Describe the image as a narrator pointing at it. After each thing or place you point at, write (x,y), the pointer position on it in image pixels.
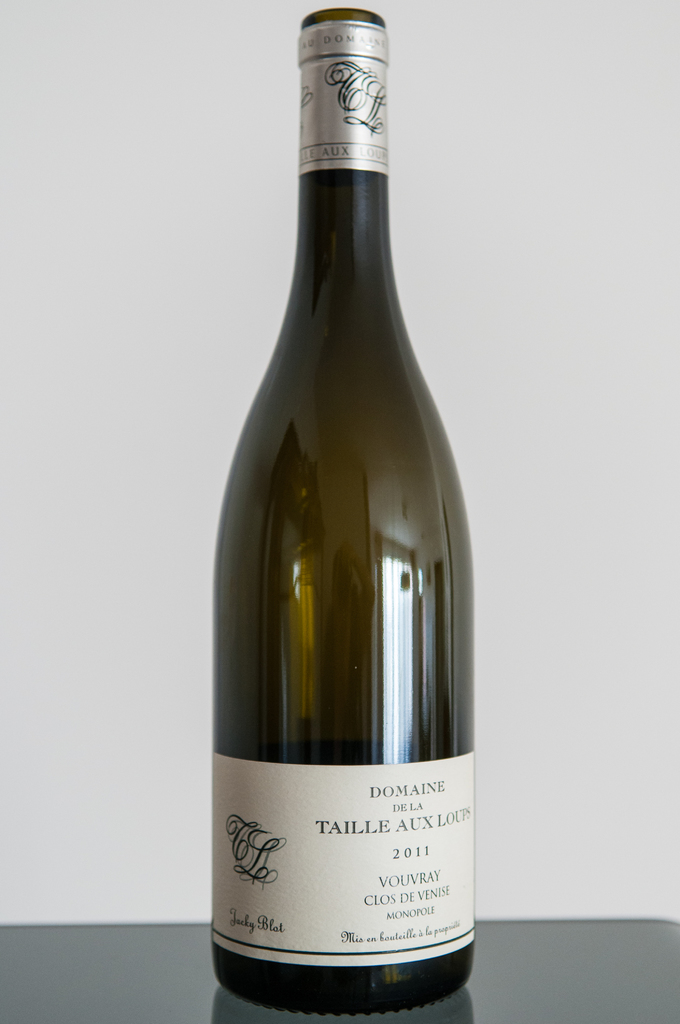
There is a bottle (341,604) on which, there is a white color sticker (353,805) pasted and a silver color sticker (333,115) pasted. This bottle (347,542) is placed on a table (136,972). And the background (147,806) is white in color.
